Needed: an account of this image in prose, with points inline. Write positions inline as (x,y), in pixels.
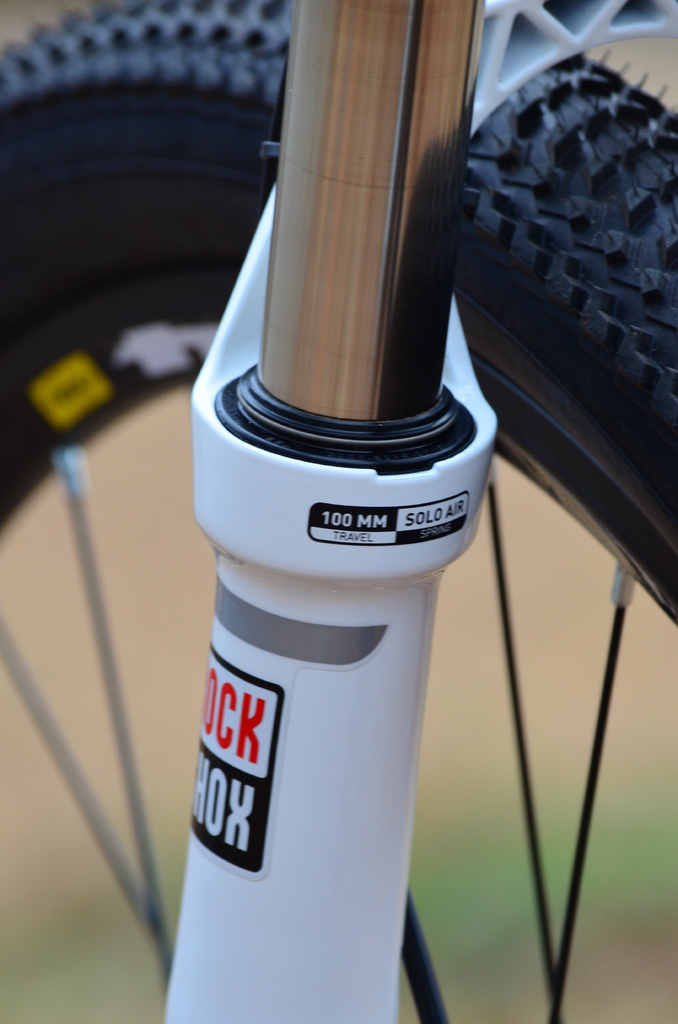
In this image we can see a rod (208,993) and a wheel (484,228) which are truncated. There is a blur background (58,938).
